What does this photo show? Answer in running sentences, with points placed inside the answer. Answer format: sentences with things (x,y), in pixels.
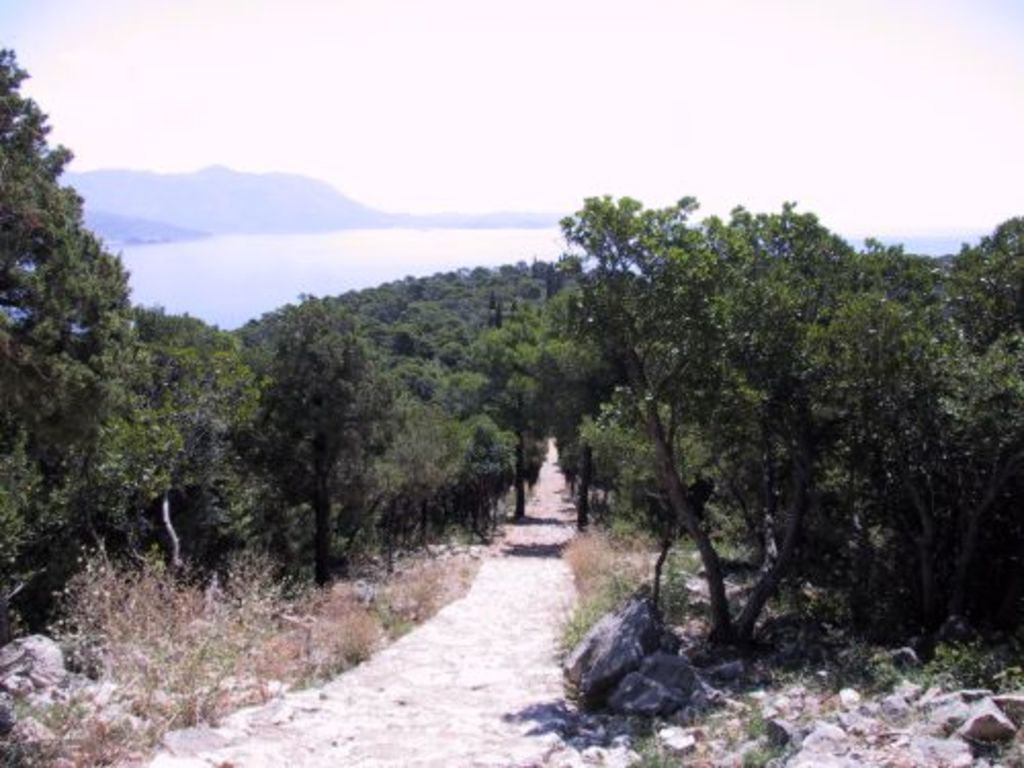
In this image, we can see a path (546,604) in between trees (467,367). There is a river (303,291) and hill (221,191) in the middle of the image (358,268). There is a sky (536,121) at the top of the image (542,47).
